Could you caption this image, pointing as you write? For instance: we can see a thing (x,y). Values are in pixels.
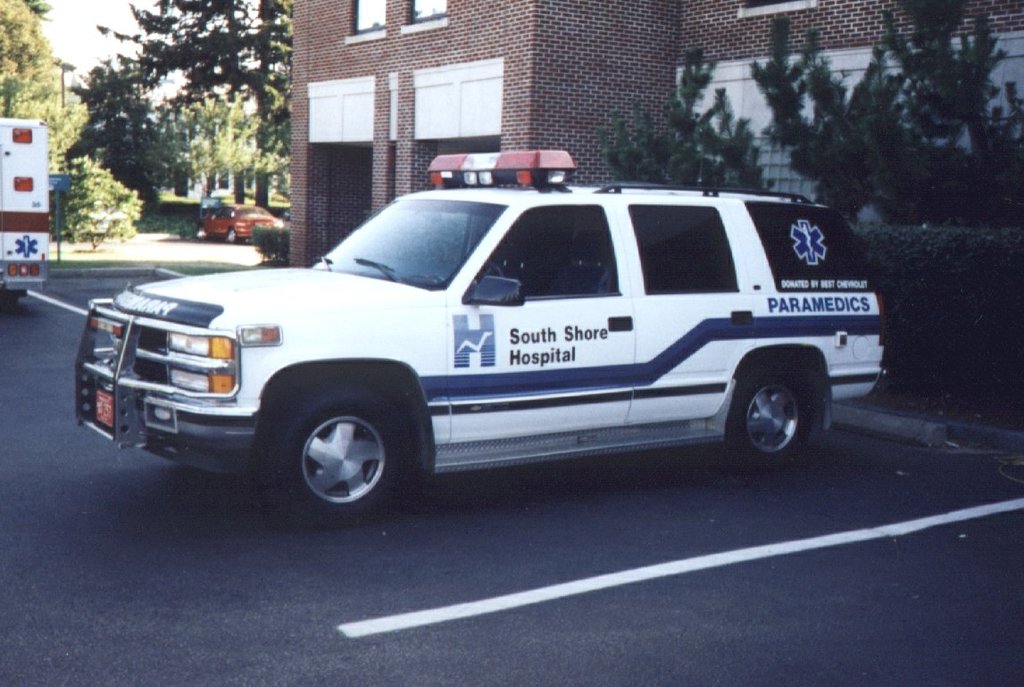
There are some vehicles (258,292) in the middle of this image (428,339) and there are some trees (286,179) and a building (494,106) in the background (371,121). There is a road (532,532) at the bottom of this image (570,576).
